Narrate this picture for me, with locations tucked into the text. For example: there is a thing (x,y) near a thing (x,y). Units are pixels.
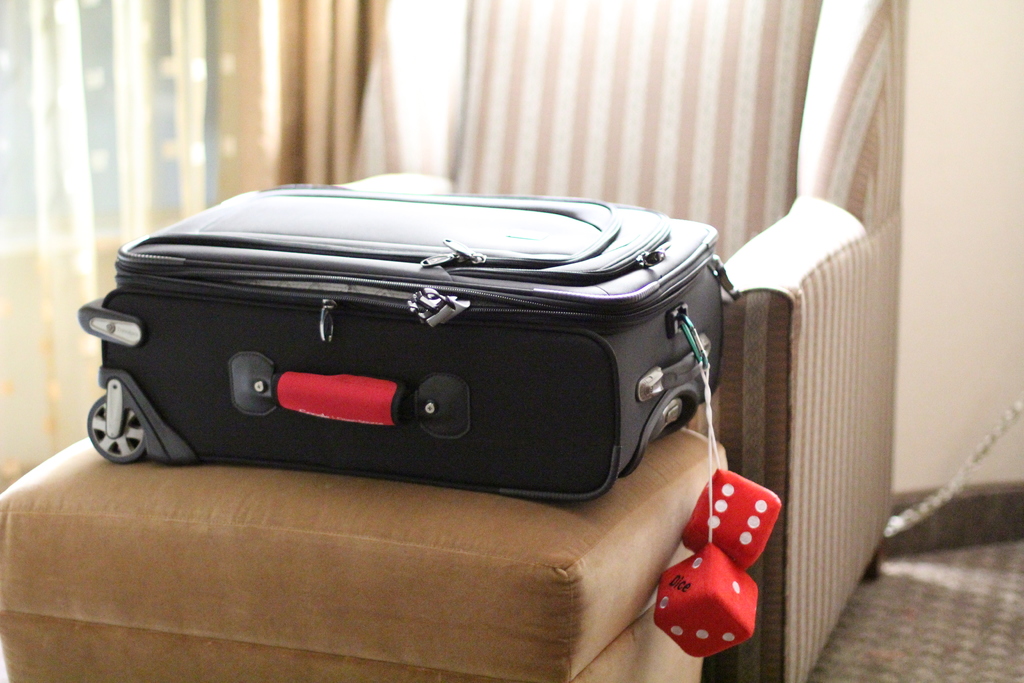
In this picture there is a black suitcase (564,285) placed on top of a brown color sofa (520,572) and two dices (673,584) are attached to it. In the background (665,142) we observe a curtain (333,139) and a beige sofa (681,144).
